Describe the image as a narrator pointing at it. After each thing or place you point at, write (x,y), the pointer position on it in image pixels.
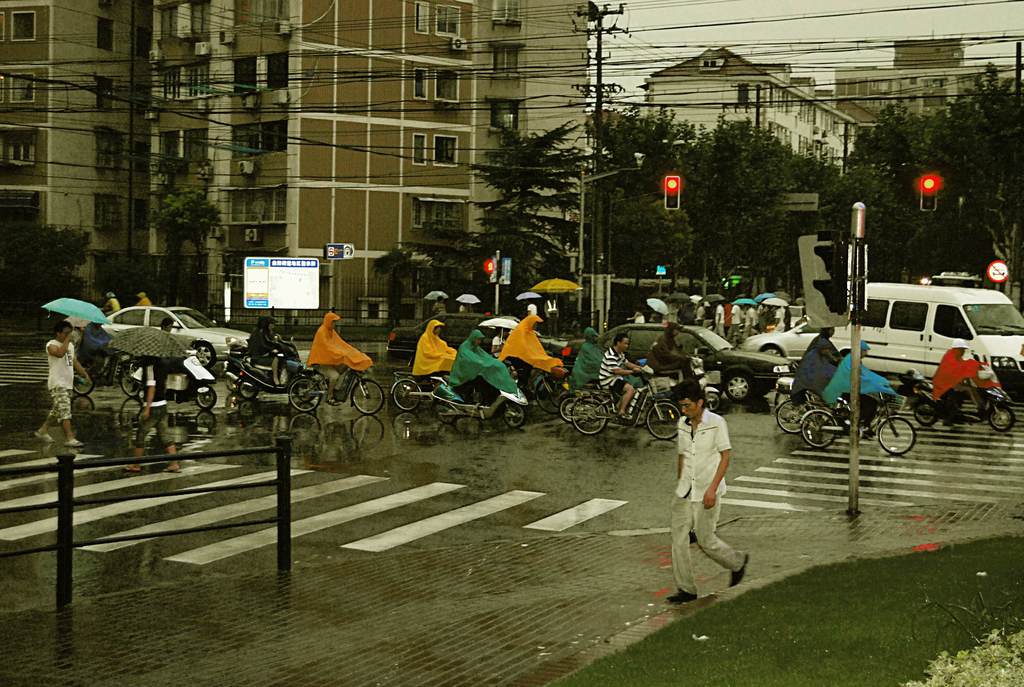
In this image there is a person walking on the road (446,597). Behind him there are people (814,385) riding the cycles (807,424), bikes (195,382), cars (717,356). There are a few people (785,311) holding the umbrellas (774,298). In the background of the image (328,296) there are buildings (375,288), poles (848,130), trees (689,177), boards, traffic lights (672,179) and electrical poles (600,67) with cables (714,24). On the right side of the image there is a plant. At the top of the image (739,9) there is sky (739,9).
